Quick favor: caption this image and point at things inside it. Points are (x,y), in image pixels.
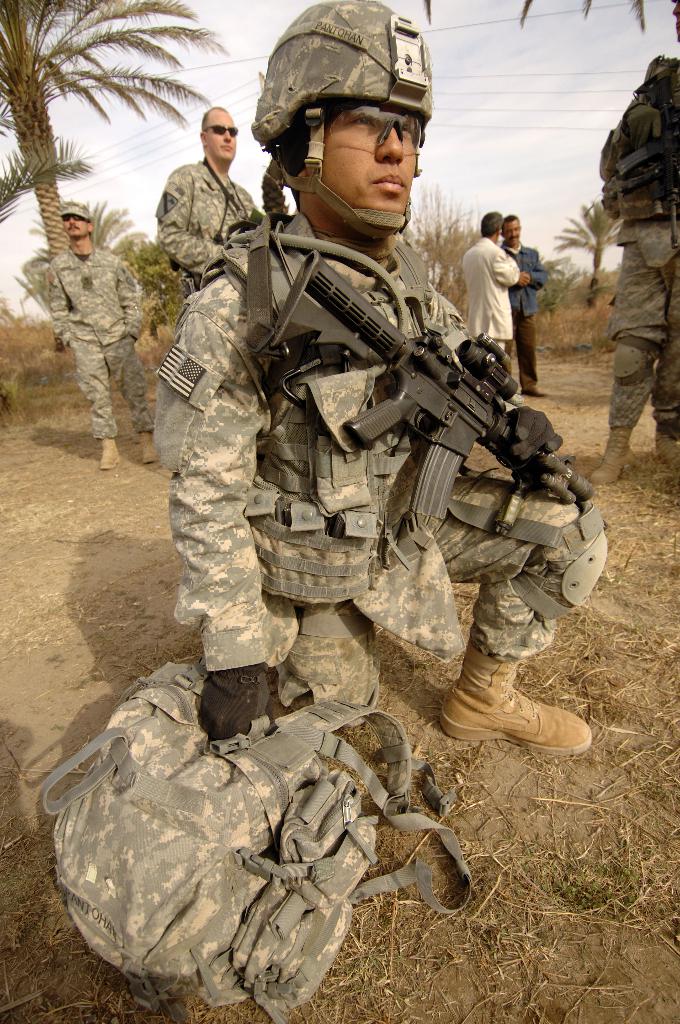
This image is taken outdoors. At the bottom of the image (527,955) there is a ground (644,768). At the top of the image (519,46) there is a sky (509,131) with clouds (523,161). In the background (40,319) there are a few trees (464,306) and plants (45,350). In the middle of the image (312,582) a few men (76,302) are standing on the ground (118,507) and they are holding guns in their hands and a man (364,295) is in a squatting position and he is holding a bag (309,740) and a gun (441,412) in his hands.
